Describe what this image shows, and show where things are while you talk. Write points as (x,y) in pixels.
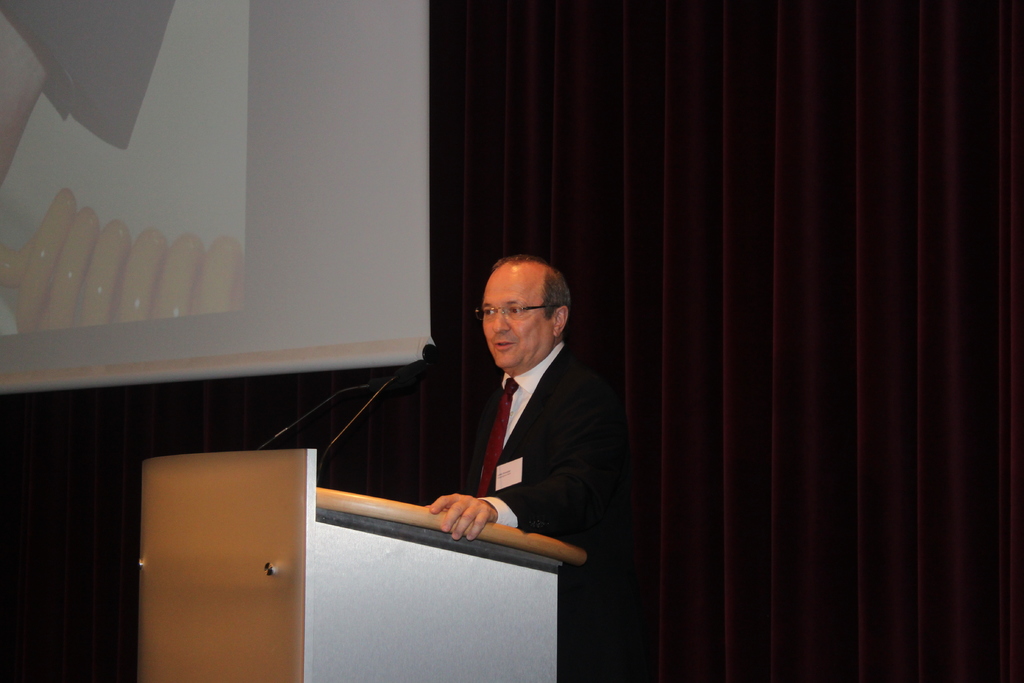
In the center of the image (477,455) a man (604,520) is standing in-front of podium (352,570). On podium (253,501) we can see the mics (395,384). In the background of the image (361,365) we can screen (367,103), curtain (540,244) are there.
